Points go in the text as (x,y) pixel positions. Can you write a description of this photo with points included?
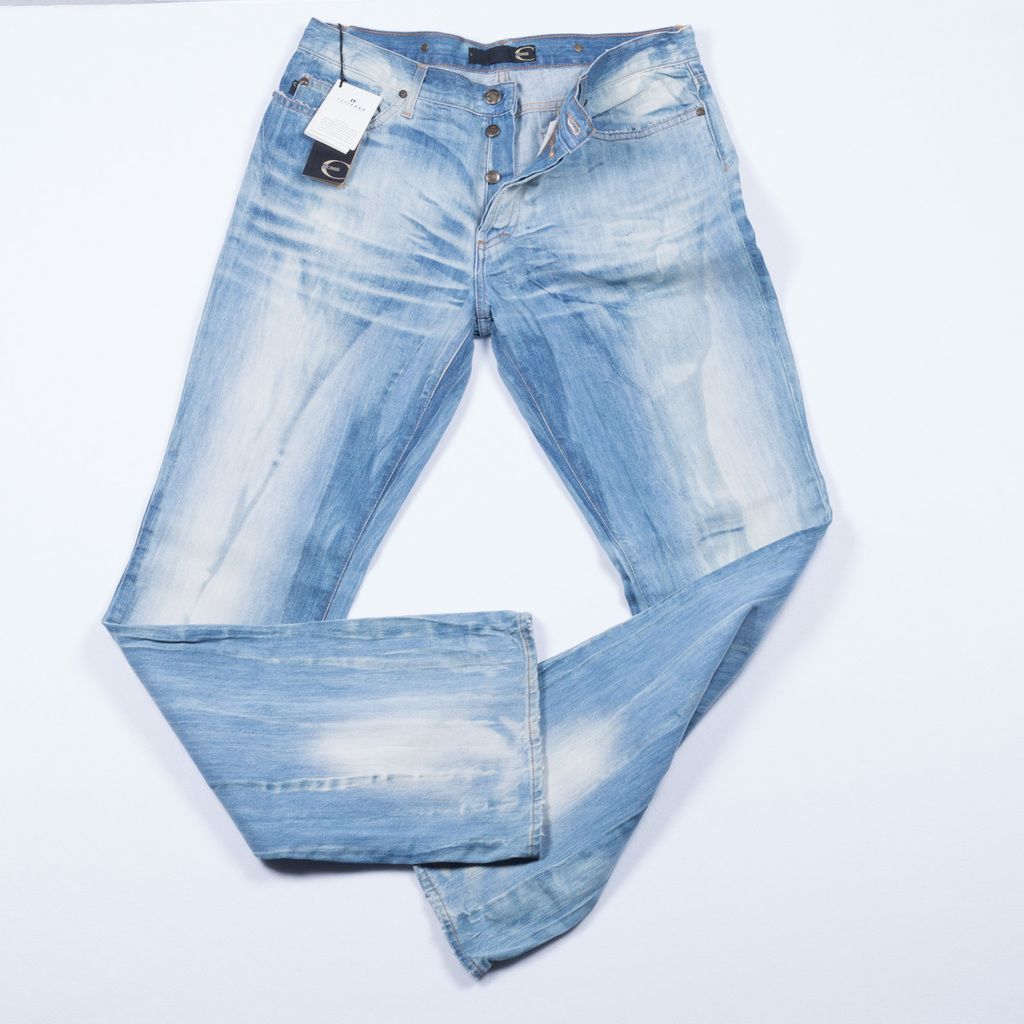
In this image in the center (654,642) there is one jeans pant (367,508), in the background (842,241) there is a wall (324,865).
